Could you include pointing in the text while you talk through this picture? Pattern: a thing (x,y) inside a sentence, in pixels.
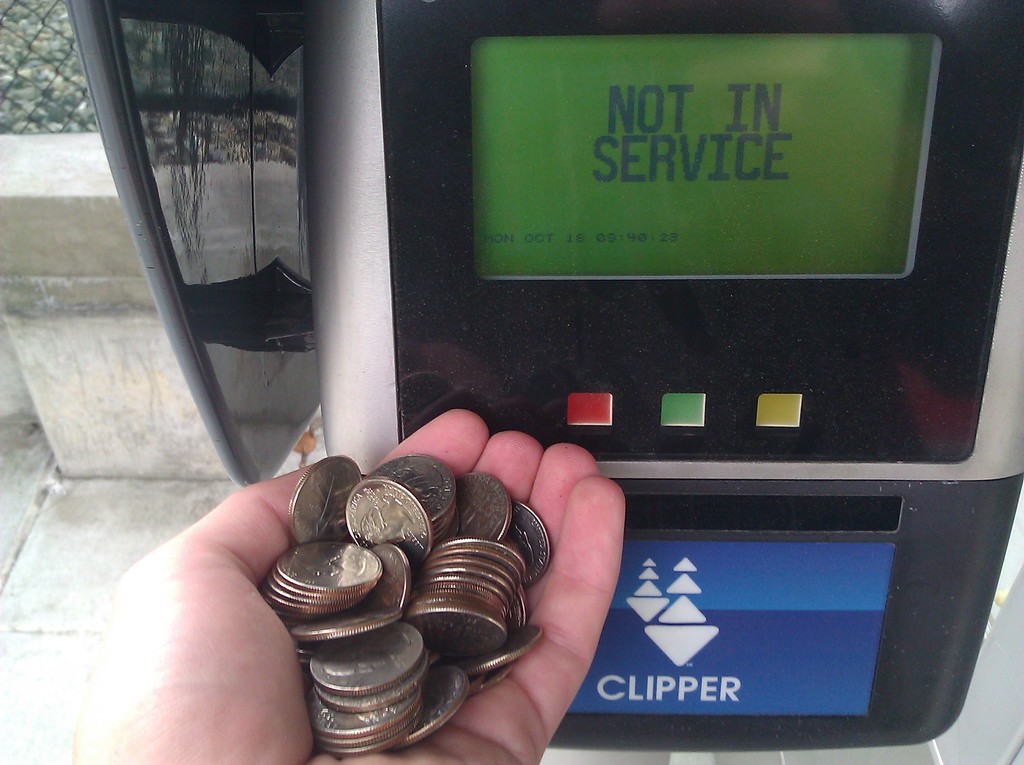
In the picture we can see a fare card reader (736,543) on it, we can see a screen (821,176) written as not in service and under it we can see three buttons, red, green and yellow and we can also see a person's hand (284,508) with full of coins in it and beside the machine (955,319) we can see a fencing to the wall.
